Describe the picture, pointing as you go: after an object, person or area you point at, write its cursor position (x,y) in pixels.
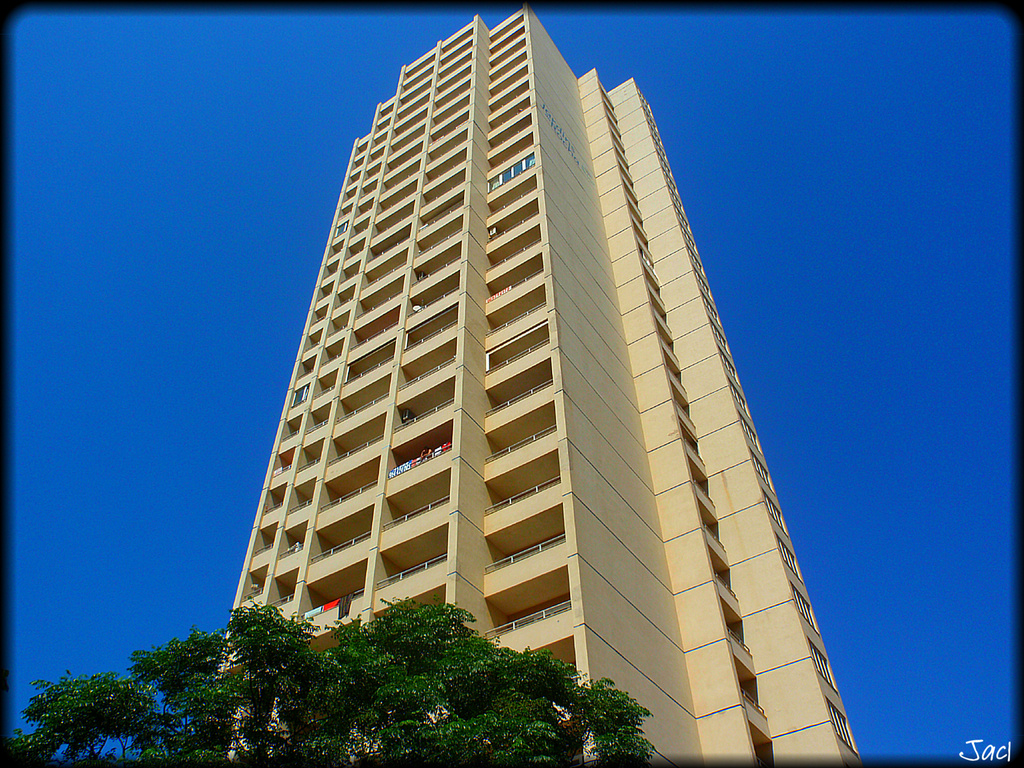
In this image we can see branches (312,723), leaves (326,689), clothes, and a building (505,526). In the background (874,457) there is sky (834,340).
